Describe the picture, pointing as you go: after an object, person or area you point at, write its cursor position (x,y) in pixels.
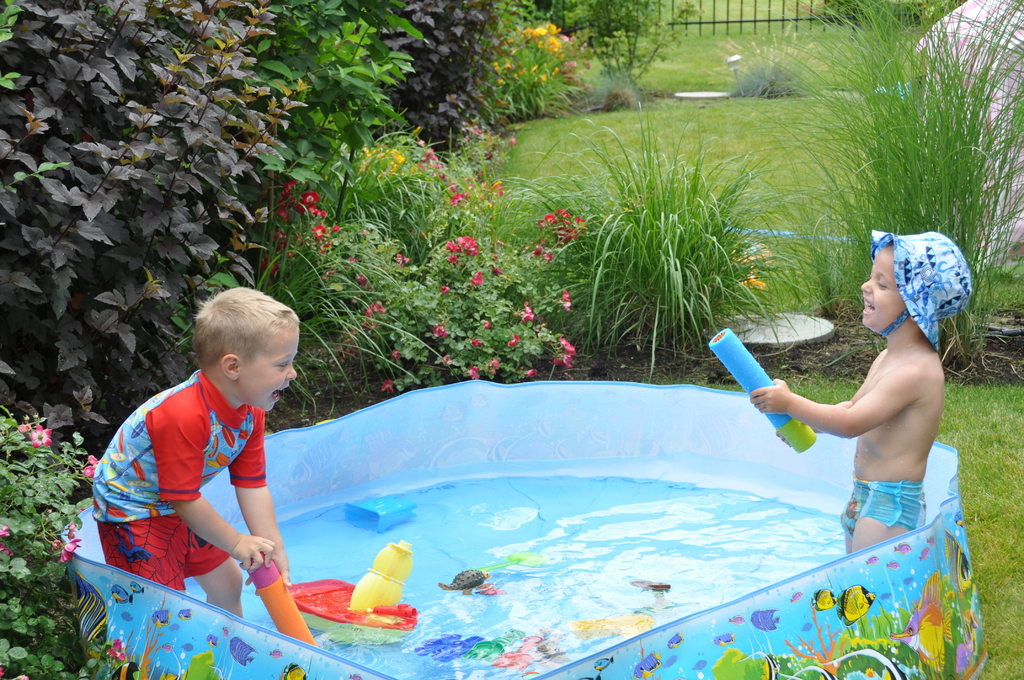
In the image we can see two children (105,474) wearing clothes (207,465) and they are playing with the water (566,608), this is a cap (920,316), toy (733,350) and object (742,378). There is a tub (714,420) and water (662,577) in the tub (284,660), we can even see grass (977,431), plant (663,306), flowers (455,261) and the fence (729,4).
